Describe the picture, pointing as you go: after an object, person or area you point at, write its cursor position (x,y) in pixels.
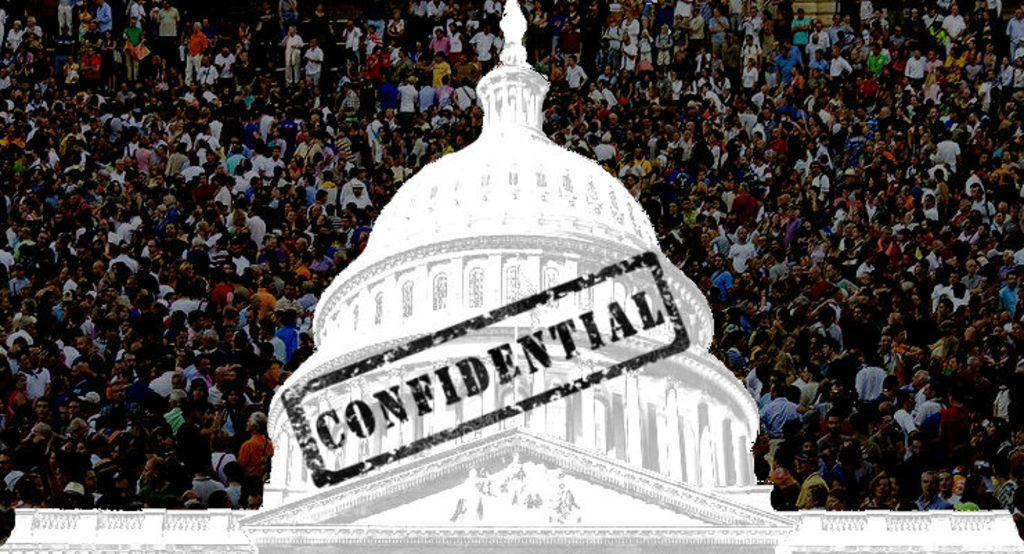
In this image, we can see a crowd (231,120). There is a building (506,195) and confidential stamp (409,344) in the middle of the image (569,251).
